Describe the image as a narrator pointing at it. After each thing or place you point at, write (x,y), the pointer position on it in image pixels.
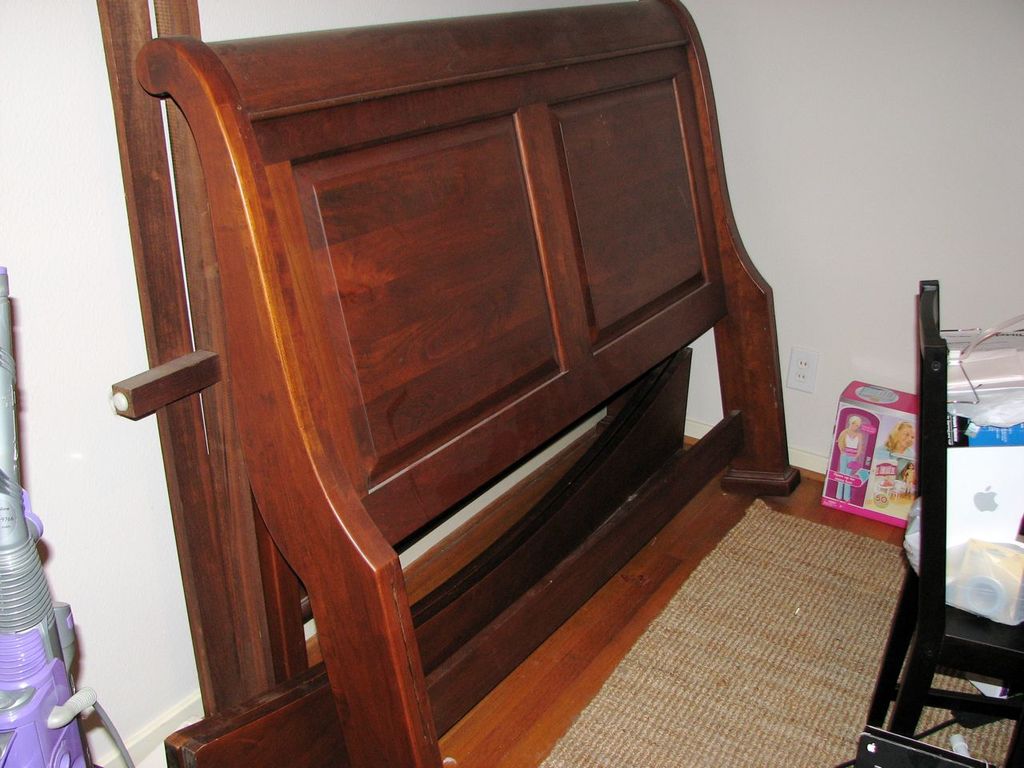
In this image we can see a vacuum cleaner (30,639), a wooden item (387,256), a barbie doll box (864,459), a chair (925,608), on top of the chair (921,595) we can see fewer items (963,441). On the floor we can see the mat (787,614).
